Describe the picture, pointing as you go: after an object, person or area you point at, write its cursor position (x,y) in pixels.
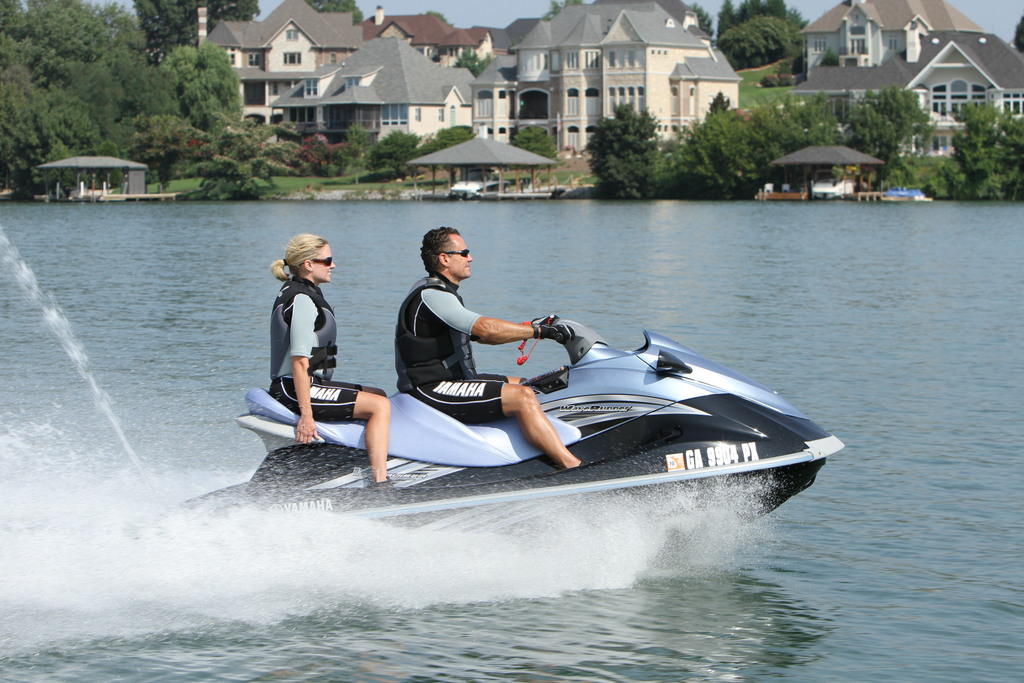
In the middle of this image (424,319), there is a person (427,333) in a black color jacket (423,350), sitting on a seat (474,435) on a boat (479,437) and riding it on the water (898,479). Behind him, there is a woman (284,291) in a gray color jacket (327,318), sitting on a seat (397,438). In the background (966,44), there are buildings (243,46) which are having roofs (929,41) and windows (970,82), there are shelters (522,148), boats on the water (554,211), plants (625,161) and grass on the ground (569,192) and there are clouds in the sky (1015,6).
